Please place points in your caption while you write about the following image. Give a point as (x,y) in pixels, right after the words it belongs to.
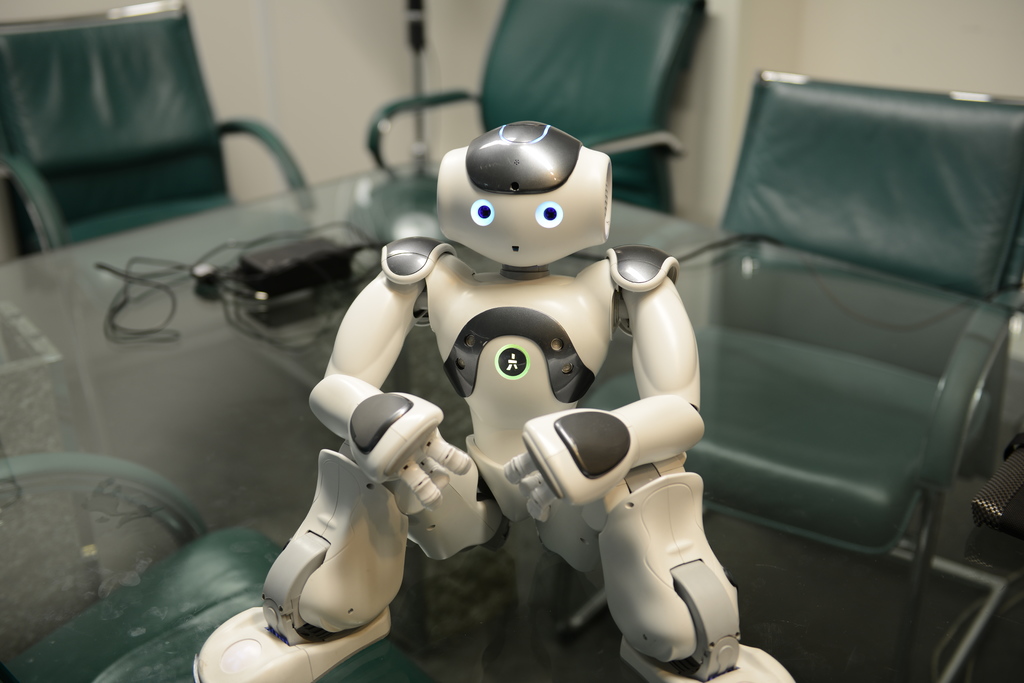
On the background (374,23) we can see wall (349,86). These are chairs (24,157) near to the table (440,586). On the table (719,390) we can see a robot (677,429) and adapter (348,268).
